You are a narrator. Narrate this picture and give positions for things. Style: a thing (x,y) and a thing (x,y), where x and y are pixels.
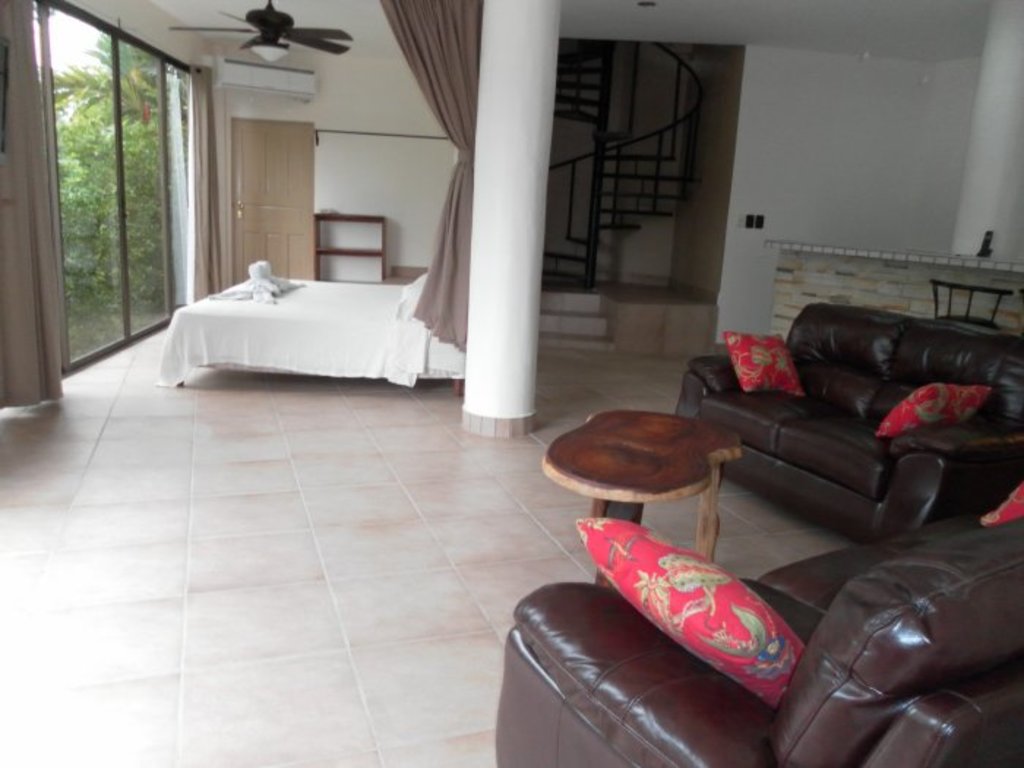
This picture shows an inner view of a house (215,439), we see sofa (659,760) and a table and a bed (462,383) and stairs (592,147).
